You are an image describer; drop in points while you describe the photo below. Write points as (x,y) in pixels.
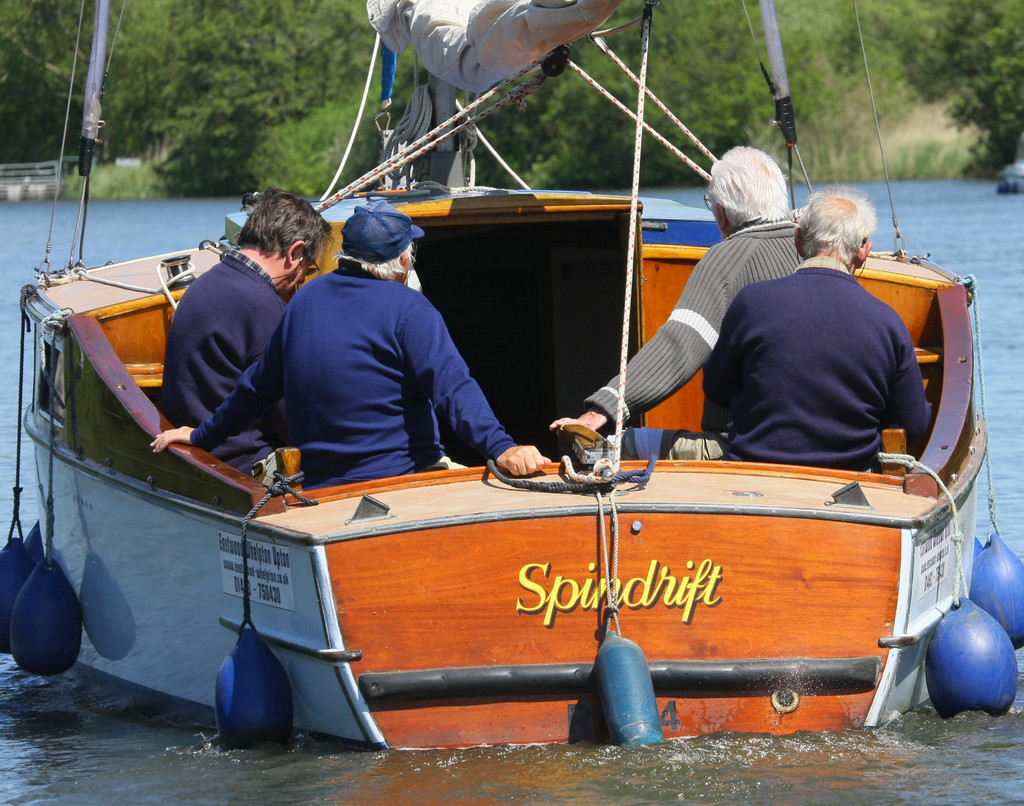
There is a boat (276,622) on the water (724,745). On the boat (489,350) there are few people (746,391) sitting. One person (422,395) is wearing cap (377,235). Also something is written on the boat (668,573). There are posters (259,558) and balls (980,644) tied with ropes (957,534) are on the boat (584,457). In the background (228,48) there are trees (880,54). Also there are ropes (465,121) on the boat (440,161).
